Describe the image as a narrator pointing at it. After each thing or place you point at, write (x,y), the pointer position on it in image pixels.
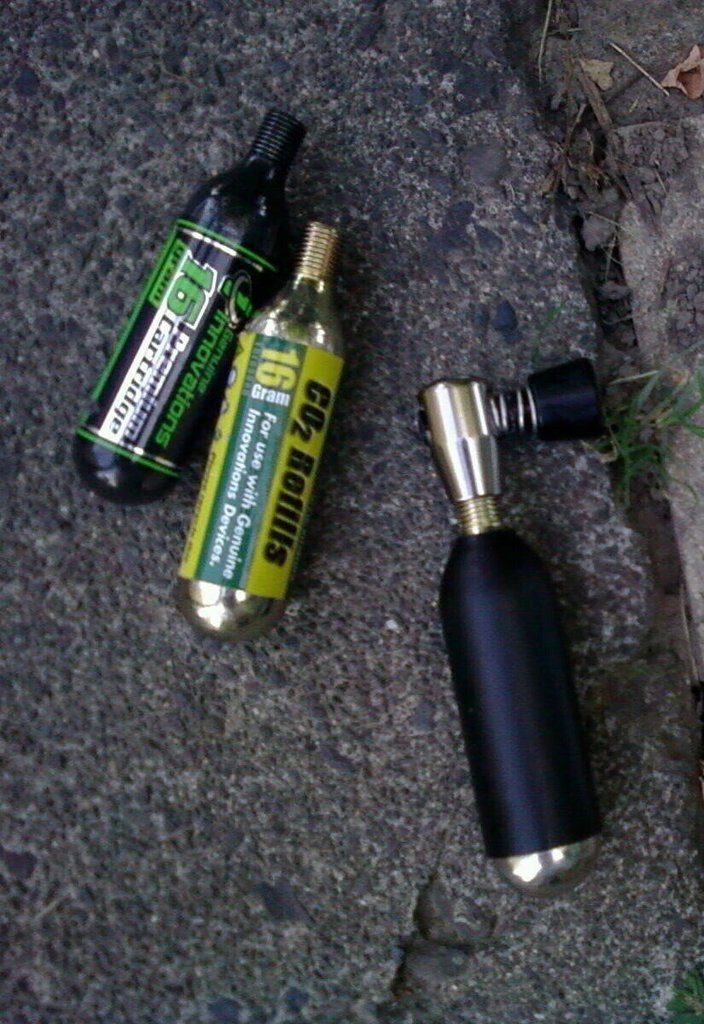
In this picture we can see few bottles (199,416) on the ground (289,618).
